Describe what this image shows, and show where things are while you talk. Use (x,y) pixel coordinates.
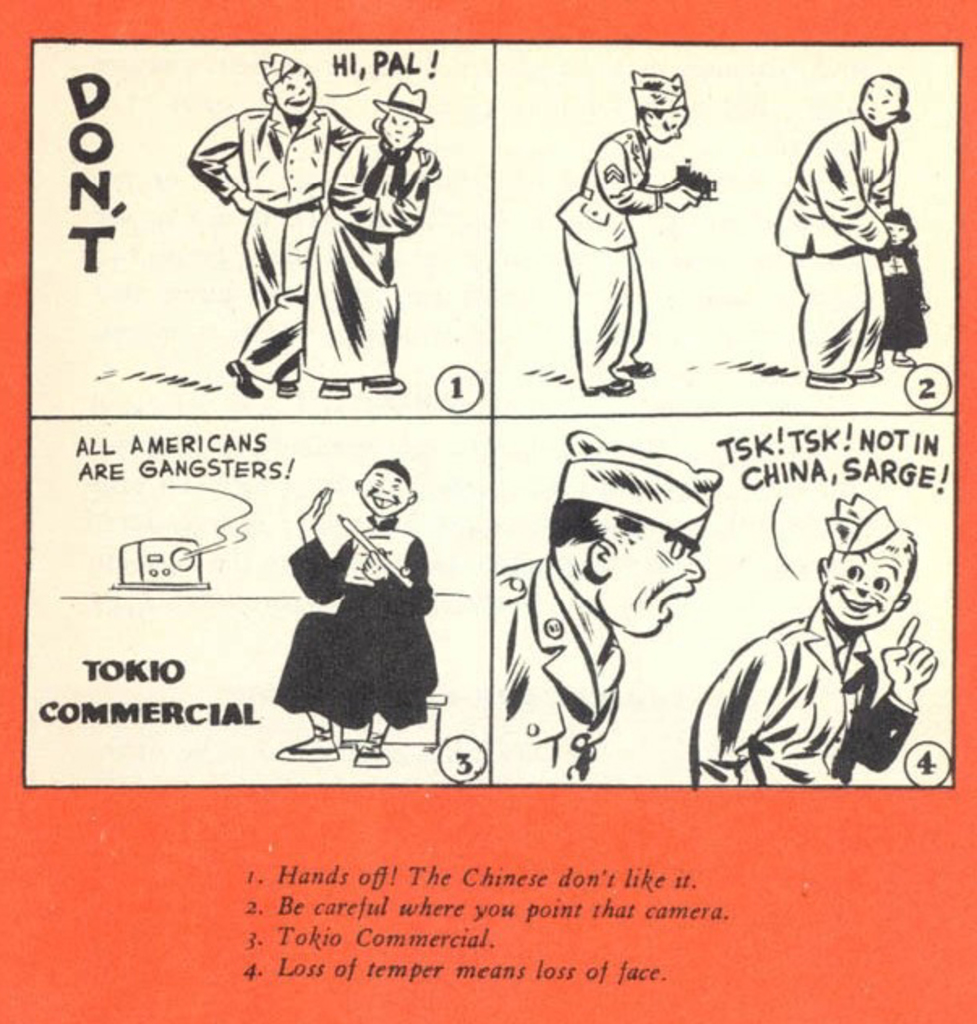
In this image we can see a poster (373,428). On the poster (341,256) there are images (175,551) of people (271,353), letters (101,202), numbers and objects (187,551).
